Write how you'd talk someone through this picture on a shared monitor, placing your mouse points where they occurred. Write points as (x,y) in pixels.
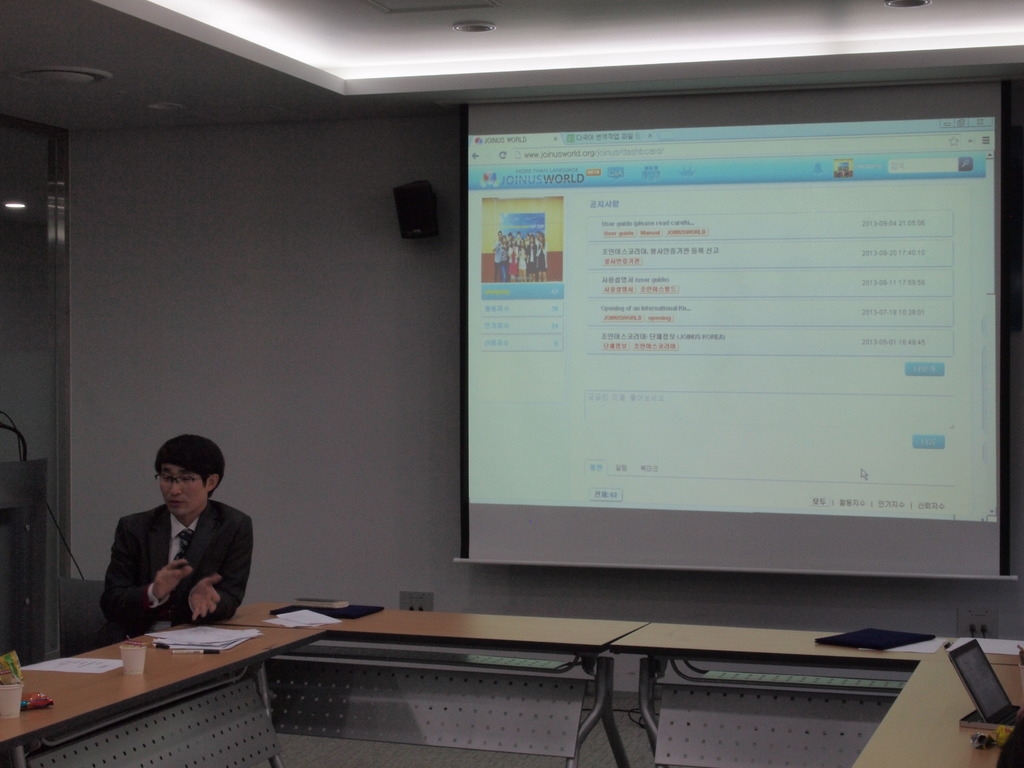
In this image there is a man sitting in the chair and a table (60,691) with some papers (54,668), files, glass (132,662) and a wrapper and at the back ground (768,140) there is a screen (851,323) with some image (619,348), and a speaker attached to wall (353,185), lights (592,46) attached to the ceiling (523,3) and a laptop (953,662) in the table (389,644).
